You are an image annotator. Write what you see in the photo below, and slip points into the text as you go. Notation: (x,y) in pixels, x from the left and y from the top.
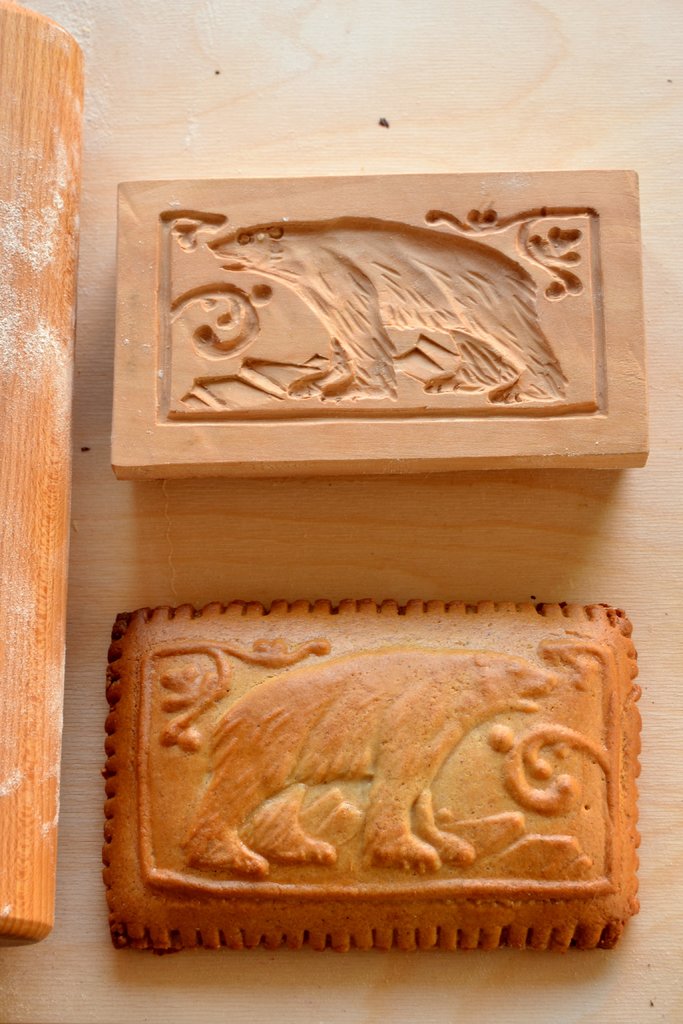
In this image we can see a wooden surface (676,551), on that there is a mould (187,336), beside to it there is an wooden object (30,494), also we can see an object (365,777) which looks like a biscuit (344,725).
